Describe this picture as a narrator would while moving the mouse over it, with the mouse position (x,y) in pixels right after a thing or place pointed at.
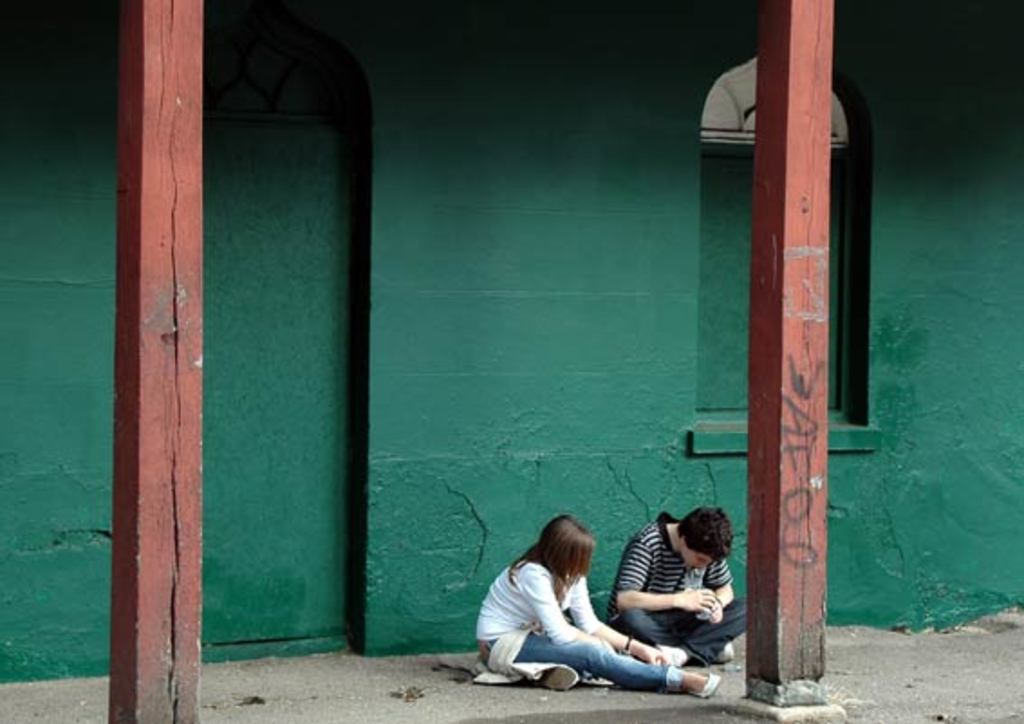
In this image we can see two people (551,581) sitting near the green wall (960,328), two pillars (791,275), one man (687,642) holding one object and some text (803,419) on the pillar (805,428) on the right side of the image (805,390).
